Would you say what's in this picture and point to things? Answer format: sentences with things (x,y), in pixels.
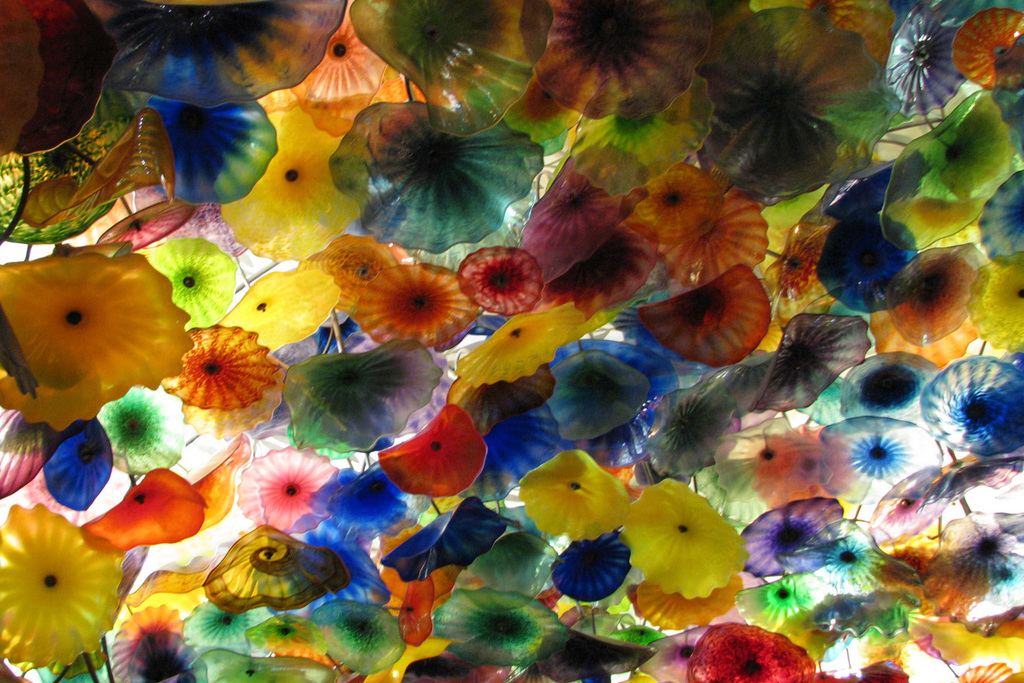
In this image I can see number of colourful things (498,316). I can see colour of these things (639,66) are red, orange, yellow, blue and green.
